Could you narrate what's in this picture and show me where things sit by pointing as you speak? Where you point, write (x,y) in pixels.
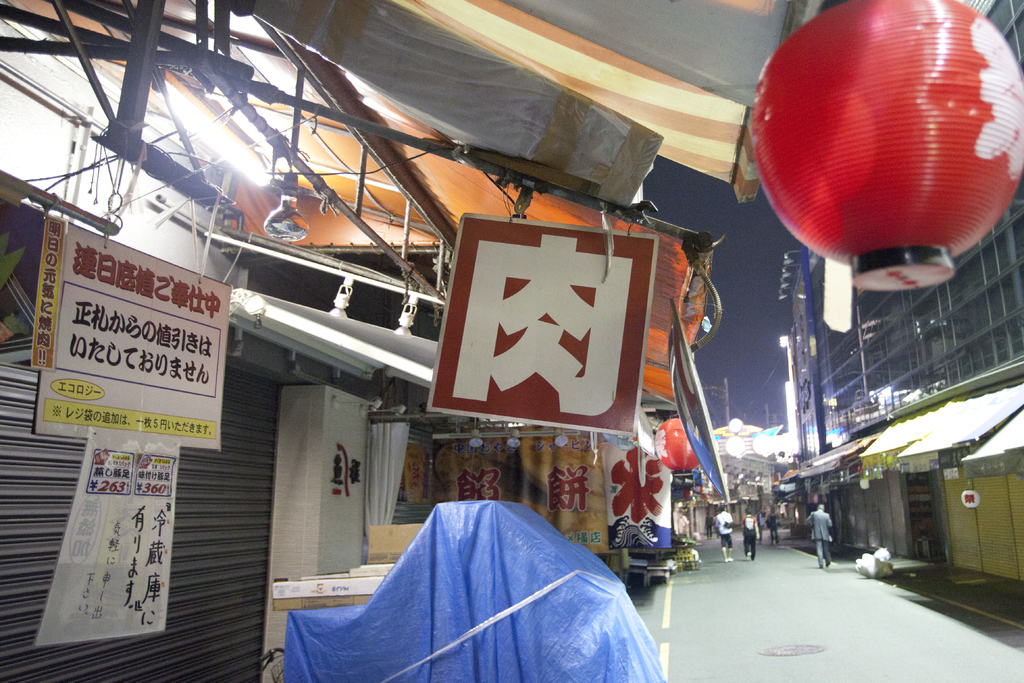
In this image there is the sky (755,300), there is a building (828,345) truncated towards the right of the image (924,386), there is road (765,613), there are persons (818,534) walking on the road (807,541), there is shop (250,474) towards the left of the image (159,607), there is a light (189,130), there are boards (157,403), there are objects (532,624) on the floor (758,630), there is an object (889,181) hanging towards the right of the image (916,138).
